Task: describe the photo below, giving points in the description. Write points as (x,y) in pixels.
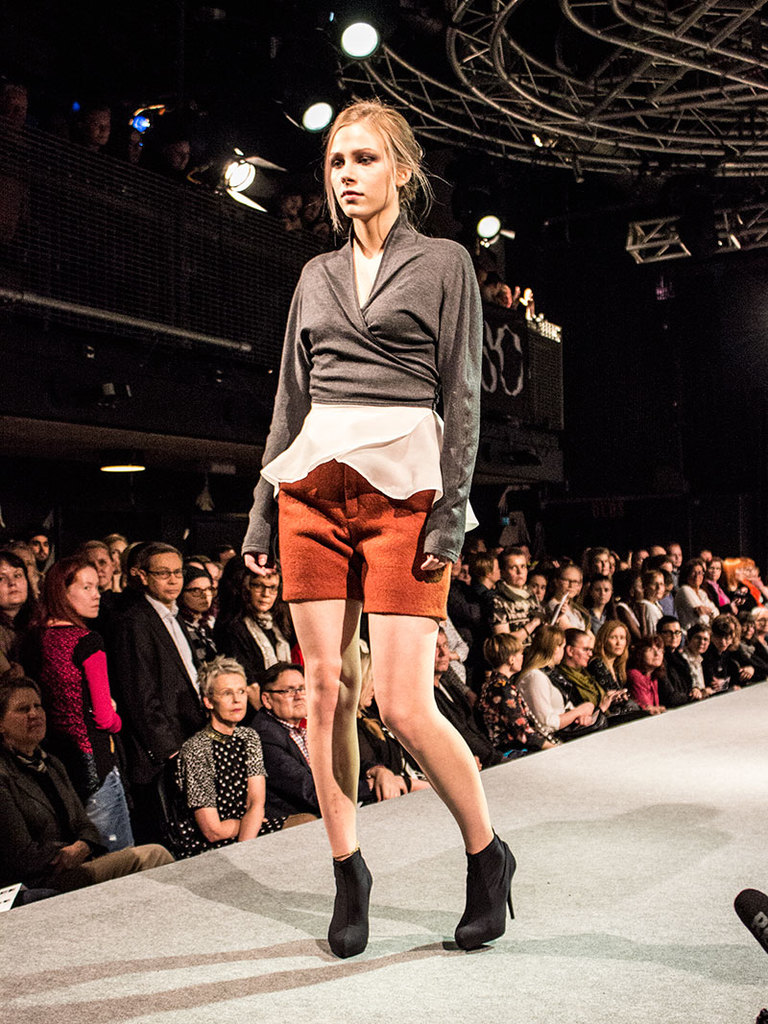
In the image I can see a woman (493,907) walking on the ramp (652,931). I can see a group of people (715,674) on the side of the ramp (692,916). I can see a few people (56,808) sitting on the chairs (165,803) and a few of them are standing on the floor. There is a metal fence (286,239) on the top left side (174,320). I can see the decorative lamps (233,187) at the top of the image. I can see the stainless steel scaffolding structure (670,36) on the top right side of the image (636,168).
